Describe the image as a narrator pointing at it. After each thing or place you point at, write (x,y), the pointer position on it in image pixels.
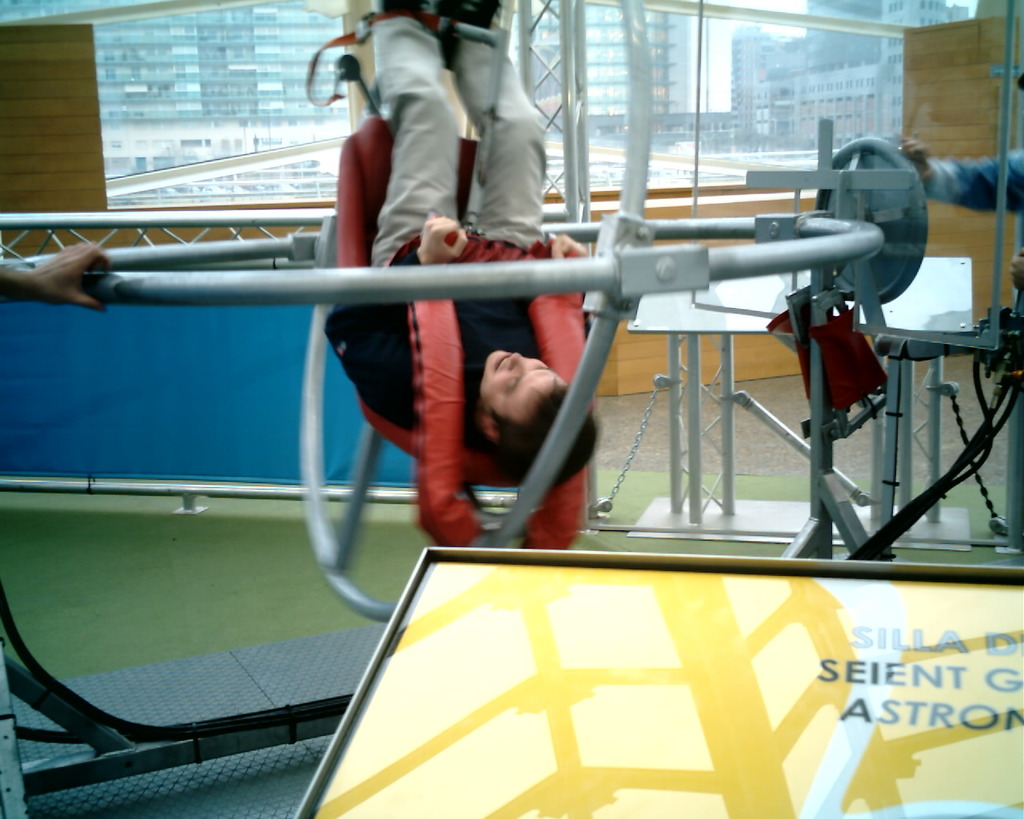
In this image we can see a person (504,183) hanging upside down inside a metal frame (537,497) wearing dress (512,347). To the right side (959,180), we can see a person (959,161) holding a wheel (917,178) with his hand (920,161). In the background (792,101), we can see the window (706,108), a group of buildings (194,101) and sky (709,62).
